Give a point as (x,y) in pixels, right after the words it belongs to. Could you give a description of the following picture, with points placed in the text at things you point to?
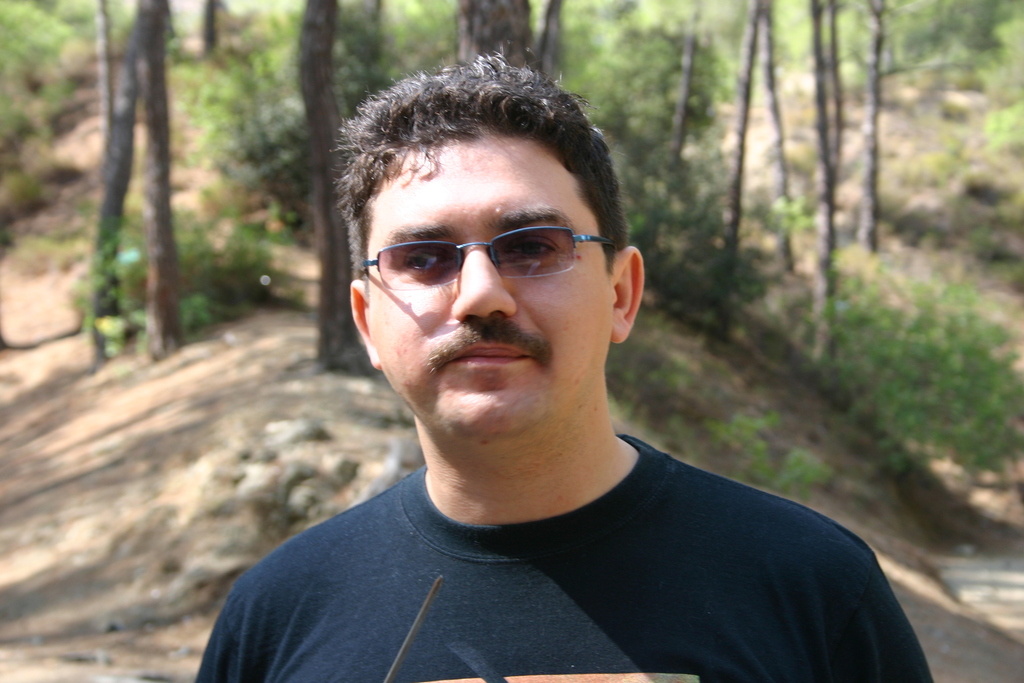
In the middle of the image (608,334) a person (573,220) is standing and watching. Behind him there are some trees (321,111).
